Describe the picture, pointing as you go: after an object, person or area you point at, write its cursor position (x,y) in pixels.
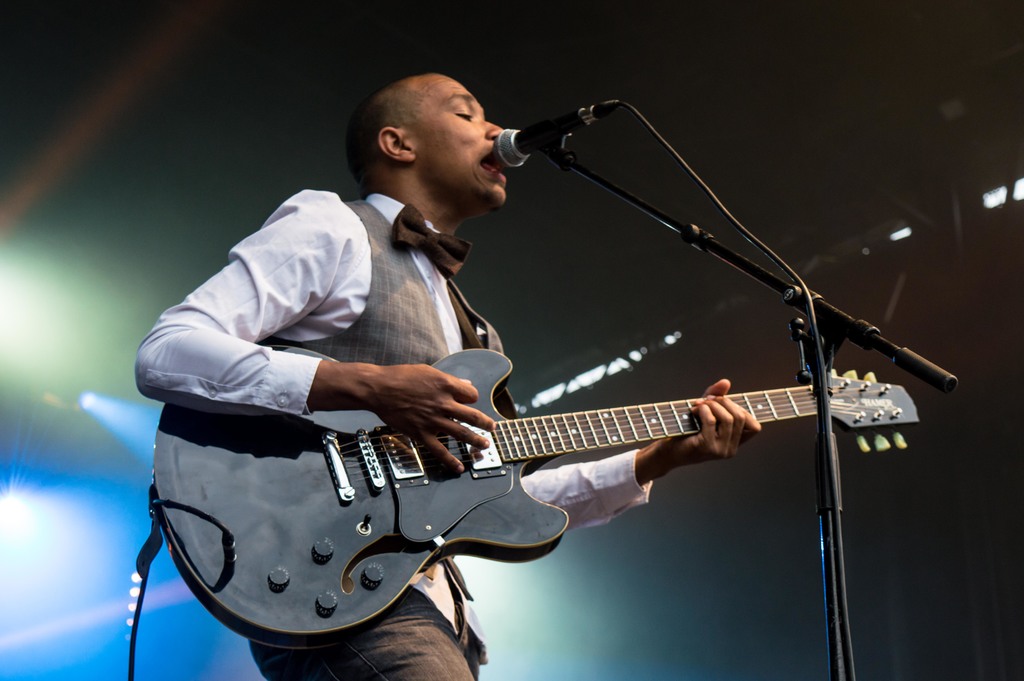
In the picture we can see a man (427,422) standing and holding a guitar (356,524) near the microphone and singing a song. In the background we can find some flash lights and ceiling (910,199).
